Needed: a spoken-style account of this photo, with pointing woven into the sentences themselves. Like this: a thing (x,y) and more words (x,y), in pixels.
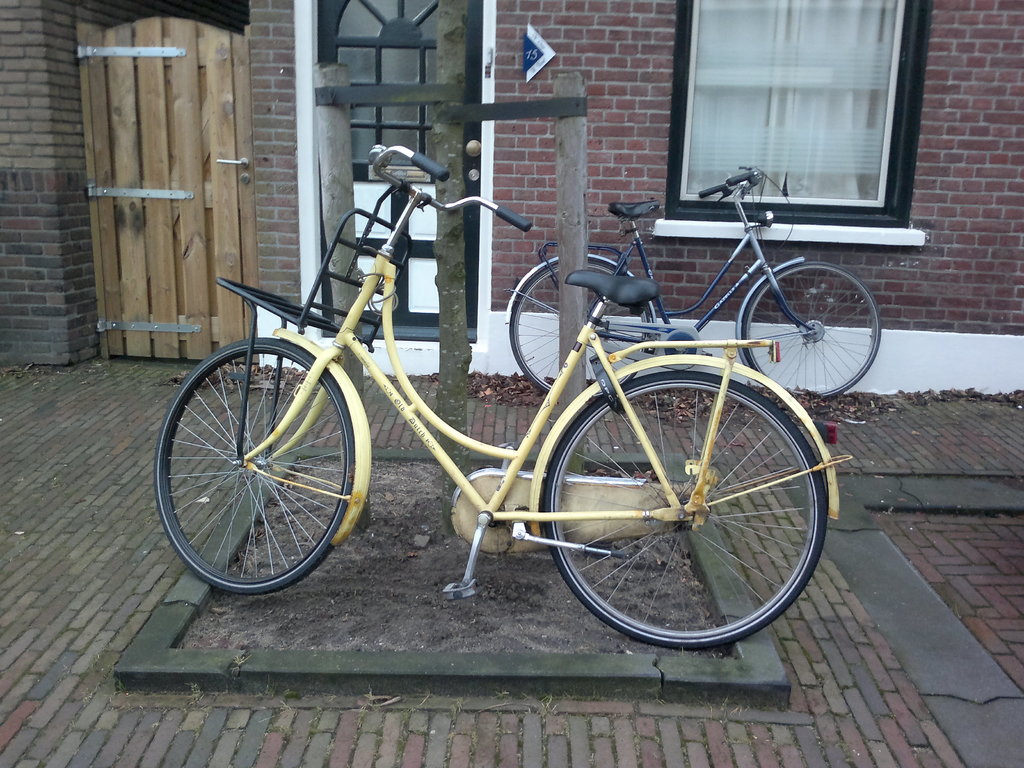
There is a tree trunk (459,335). Near to that there is a cycle (318,397). On the cycle (291,333) there is a chair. Near to the trunk (441,132) there are poles (574,157). In the back (624,52) there is a building (575,31) with brick wall (499,48), windows (414,72) and wooden door (172,95). Near to the wall (514,140) there is a cycle (761,228).
